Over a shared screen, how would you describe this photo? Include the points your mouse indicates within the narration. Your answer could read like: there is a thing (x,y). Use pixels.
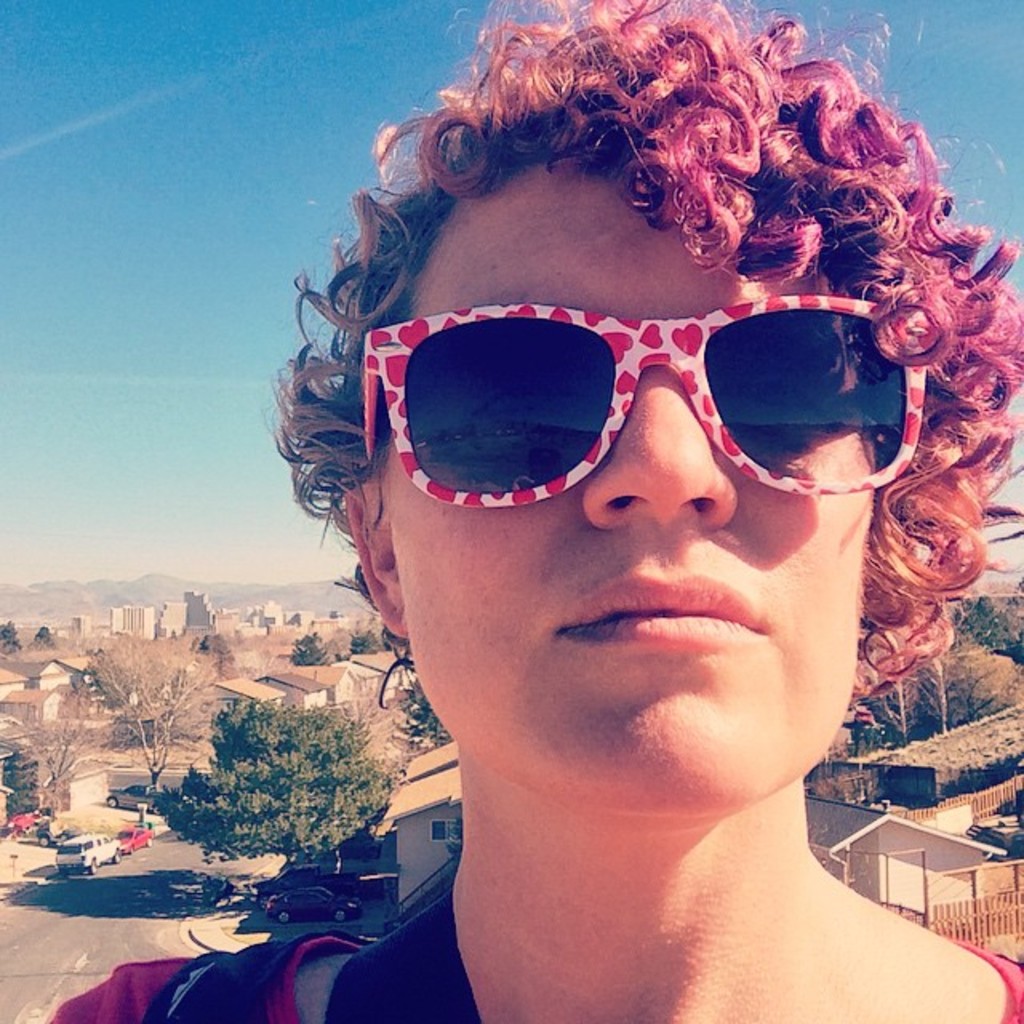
In this image we can see a person (608,462) with goggles (546,421) and there are few buildings (12,684), trees (276,730), cars (89,860) on the road (190,879) and a car (322,895) parked in front of the building (416,857), there is a wooden fence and the sky (225,176) in the background (273,150).
